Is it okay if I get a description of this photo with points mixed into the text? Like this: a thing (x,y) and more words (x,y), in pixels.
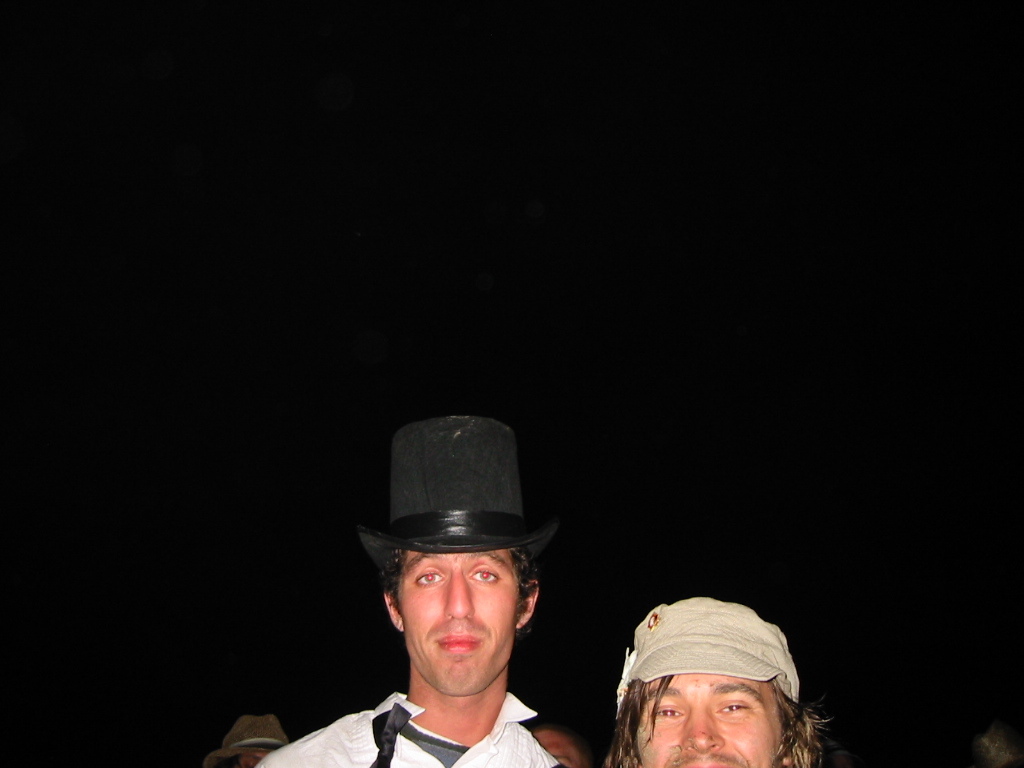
I think this picture is taken at night. At the bottom (420,673), there is a man (493,741) wearing a white shirt (397,760) and black hat (434,515). Beside him, there is another man (766,667) wearing cream cap (724,649).
